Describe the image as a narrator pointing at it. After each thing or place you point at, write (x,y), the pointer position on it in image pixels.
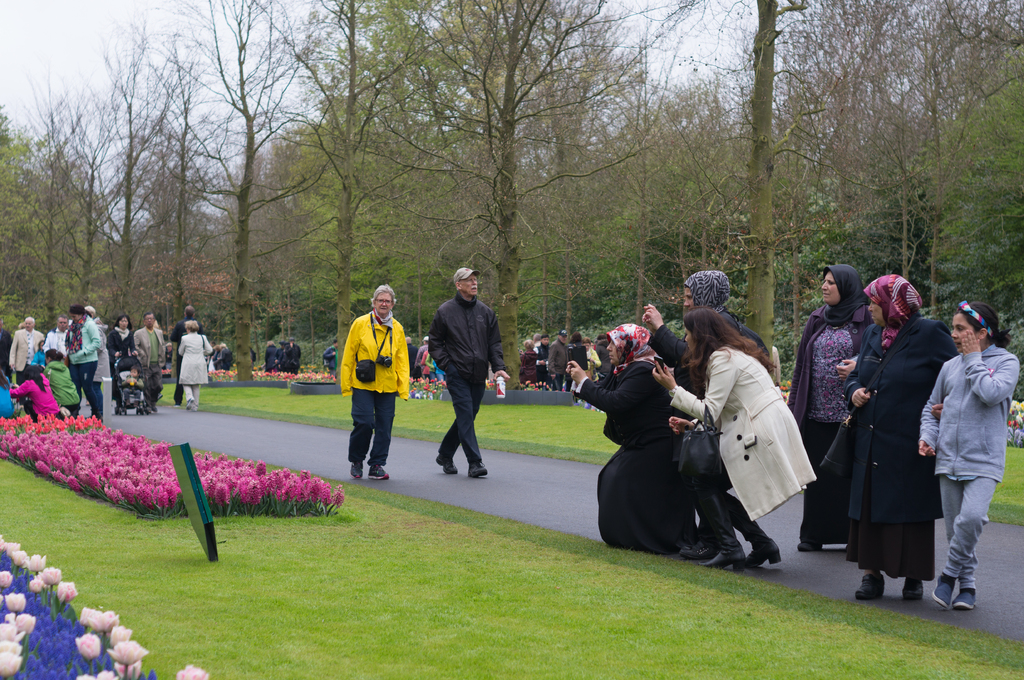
In this image there are group of persons (132,376) standing and walking. In the front (405,588) there's grass (422,616) on the ground (332,619) and there are flowers (160,484) on the ground (242,518). In the center (600,378) there are persons (732,391) standing and clicking a photo. In the background (348,238) there are trees (537,218) and the sky (72,95) is cloudy.
